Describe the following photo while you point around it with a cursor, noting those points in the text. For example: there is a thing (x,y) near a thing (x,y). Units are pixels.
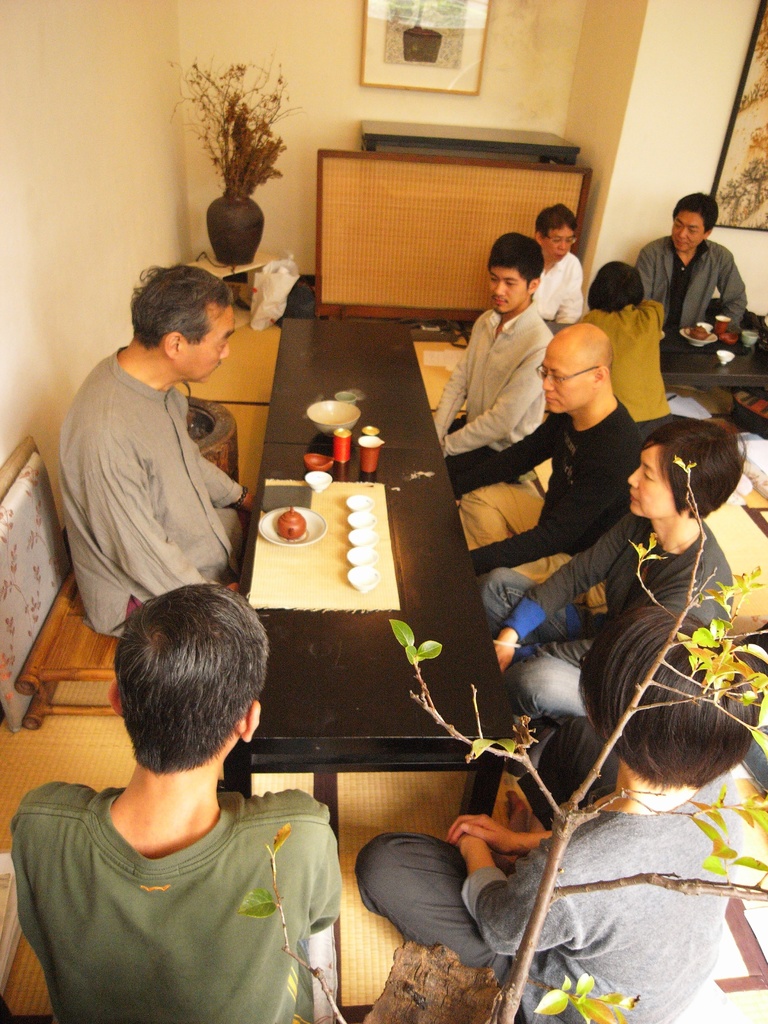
In this image I can see the group of people (544,638) sitting in-front of the table (439,545). On the table (439,545) there is plate (319,525), cups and the bowl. There is also a flower vase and the frame (380,86) attached to the wall (321,111).
